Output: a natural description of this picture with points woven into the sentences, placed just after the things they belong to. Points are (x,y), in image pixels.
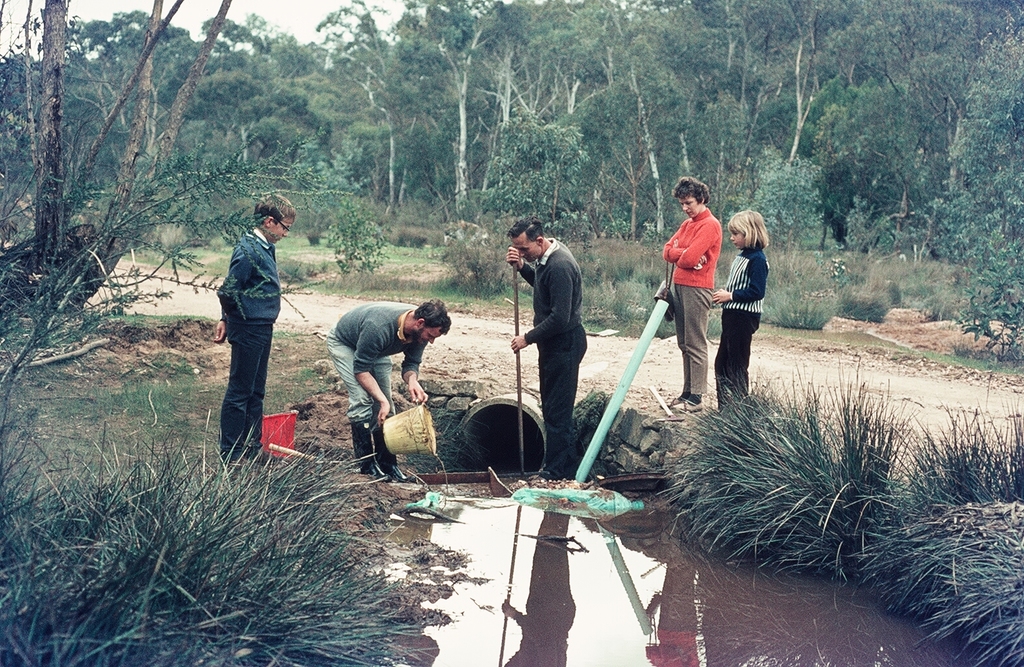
In the center of the image (377,391) we can see a man (374,469) holding a bucket (393,431), next to him there is a man (547,355) standing and holding a stick (519,315) and there are people (275,273). At the bottom (615,591) there is water (471,609) and we can see plants (158,524). In the background (136,142) there are trees (351,158) and sky (246,3).
